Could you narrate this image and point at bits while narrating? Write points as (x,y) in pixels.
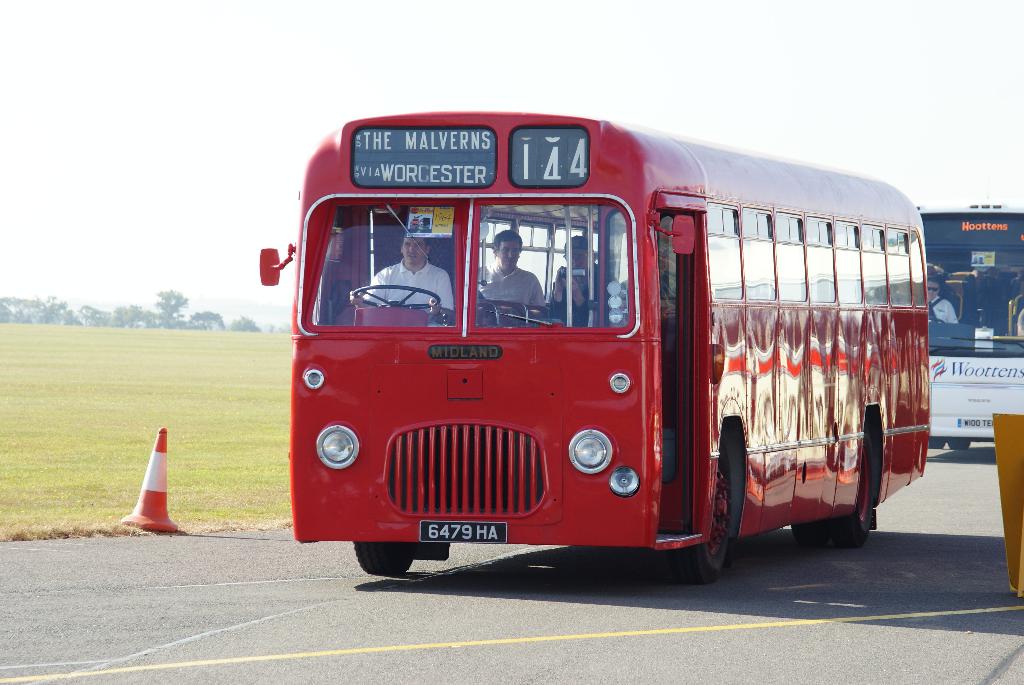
In this picture there is a man (384,291) who is wearing a white dress (435,283). He is riding a red bus (604,421), inside the bus (711,235) we can see many peoples (574,289) were sitting on the bench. On the right (966,315) there is another man (952,302) who is riding a white bus (996,376) on the road (920,539). On the left (161,521) there is a traffic cone (143,508), beside that we can see the grass (91,470). In the background (166,323) we can see the mountain (246,307) and many trees (177,315). At the top (195,66) there is a sky (159,49).
